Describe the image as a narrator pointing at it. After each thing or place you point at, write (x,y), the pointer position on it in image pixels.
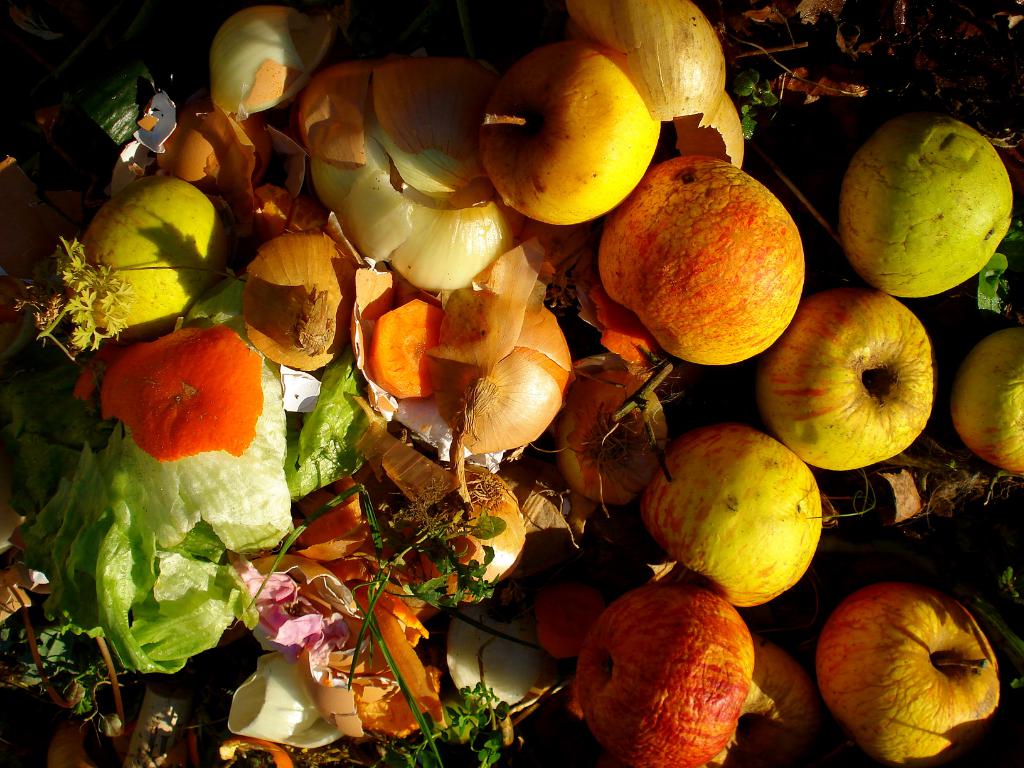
In this image I can see few fruits (805,454) and vegetables (635,381) which are colorful. I can see the black background (937,38).
